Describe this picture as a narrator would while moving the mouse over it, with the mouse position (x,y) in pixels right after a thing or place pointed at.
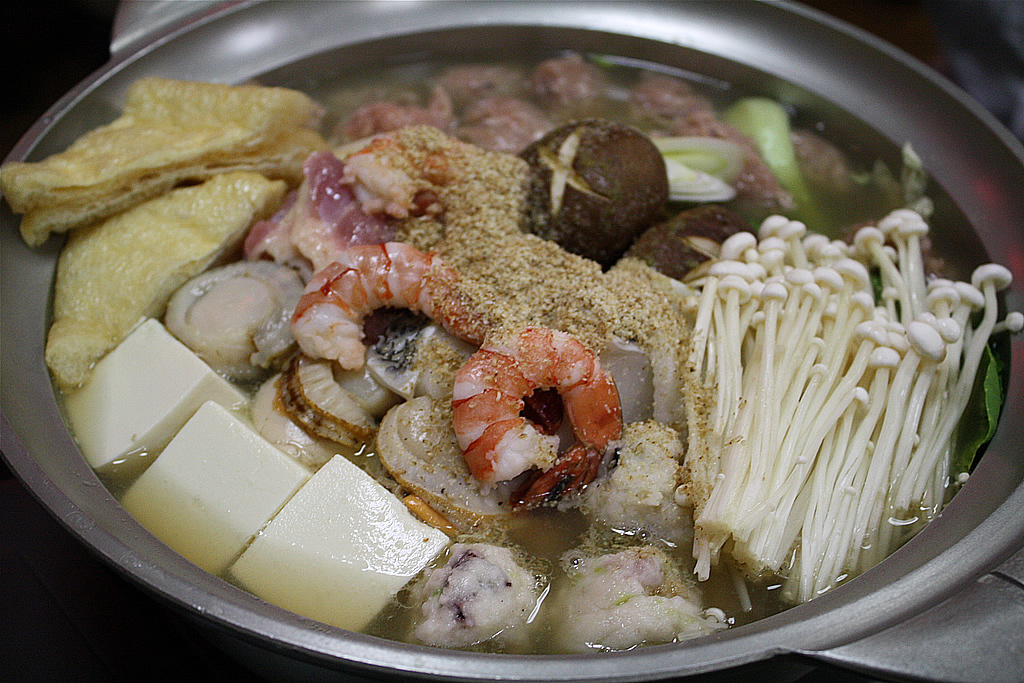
In this image we can see some food (601,476) in the bowl (1002,500), the background (45,48) is dark and blurred.
